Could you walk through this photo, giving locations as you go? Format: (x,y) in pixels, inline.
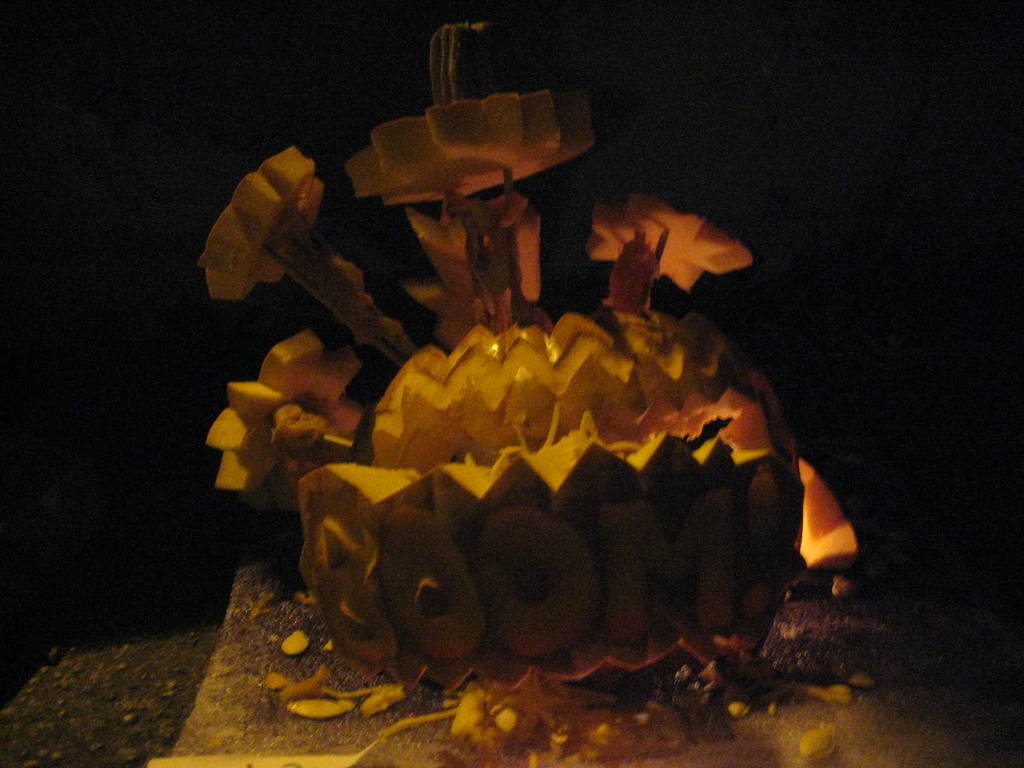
in this image there is a fruit (458,383) which is carved and there is some text (625,529) written on it.
